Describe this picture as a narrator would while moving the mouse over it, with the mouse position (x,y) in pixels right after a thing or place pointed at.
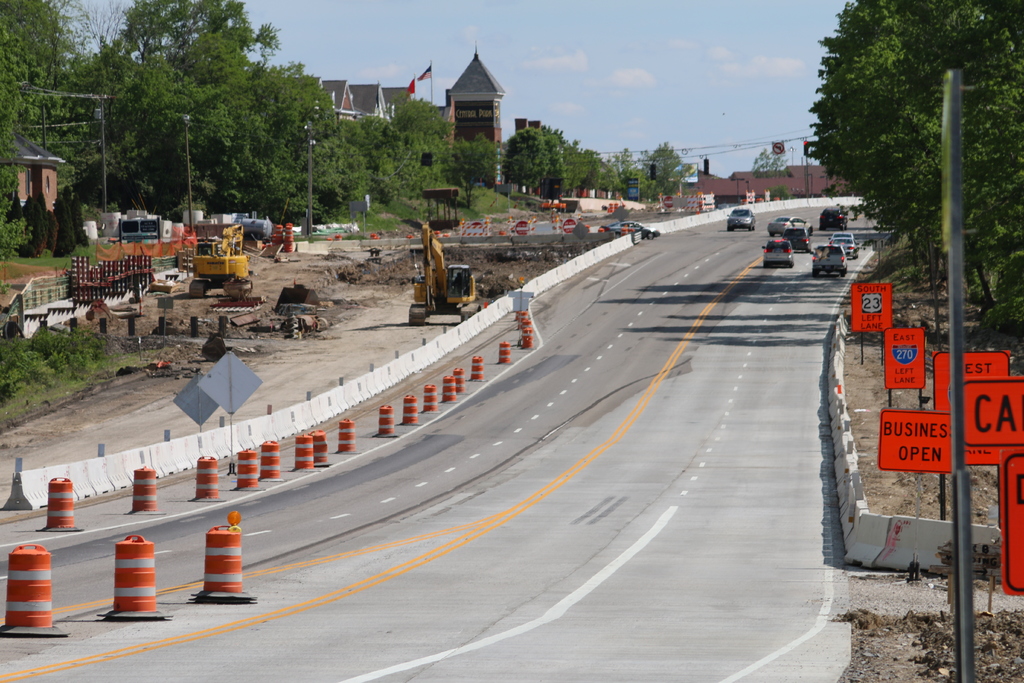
In this image we can see buildings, trees (454,162), electric poles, electric cables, sign boards (861,317), barrier poles (523,334), excavator (420,289), bulldozer (207,260), motor vehicles (808,234) on the road (761,237) and sky (408,62) with clouds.
